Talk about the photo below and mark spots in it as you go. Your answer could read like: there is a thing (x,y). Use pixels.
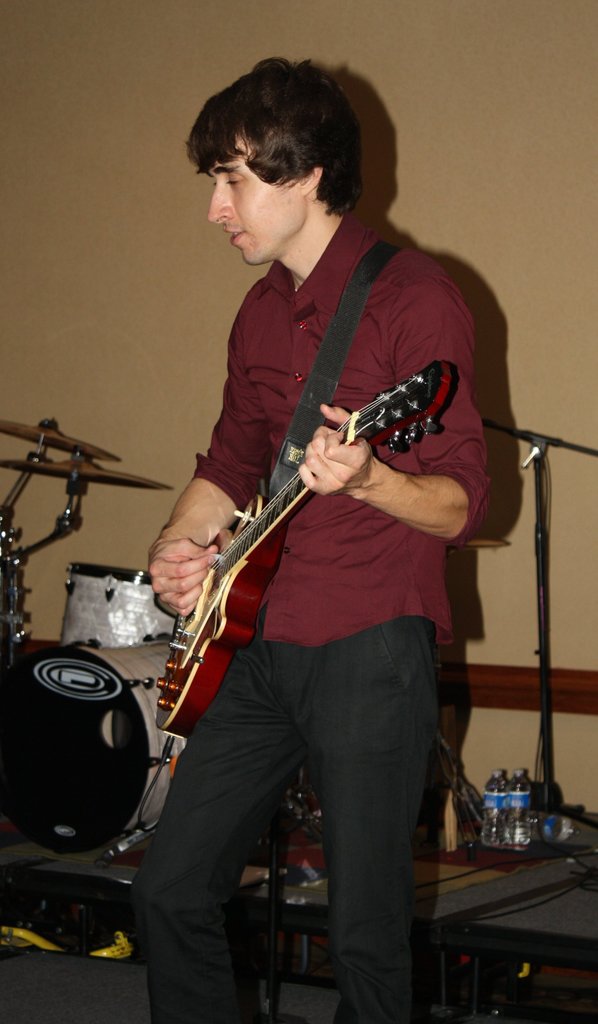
In this picture we can see a man (322,545) in red shirt (322,545) and black pant (343,699) holding a guitar (242,603) and playing it behind him there is a dais (431,850) on which there are some musical instruments (82,595) and some bottles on it.
